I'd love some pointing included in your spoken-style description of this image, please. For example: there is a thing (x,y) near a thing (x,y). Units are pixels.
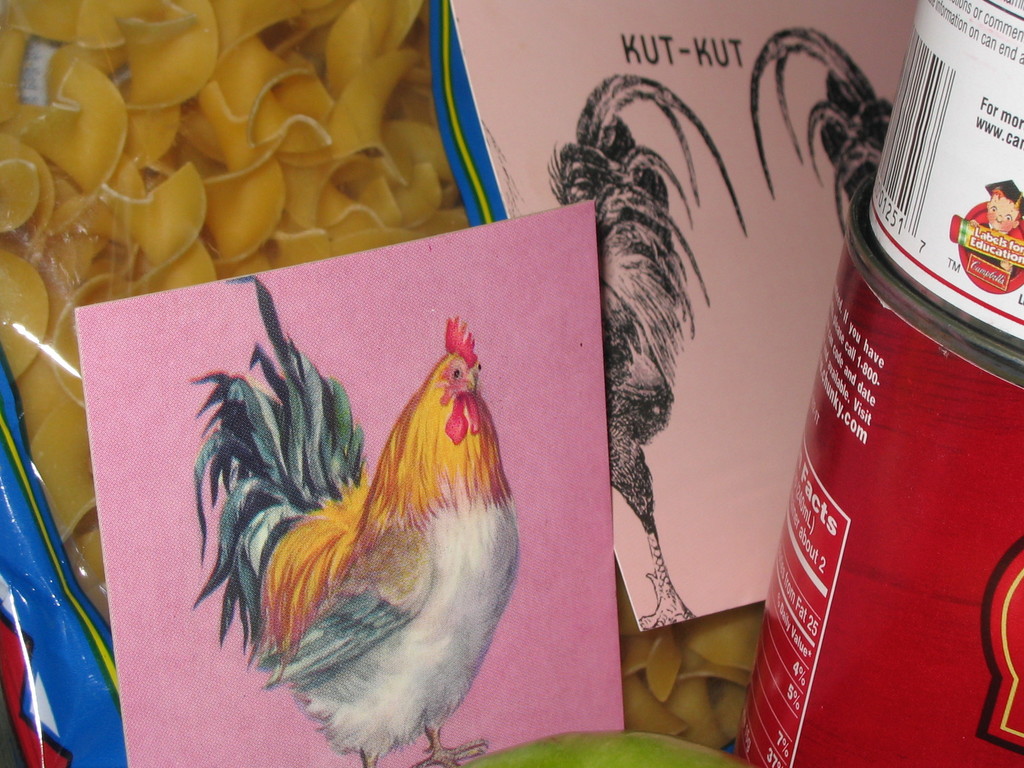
In this picture we can see a sketch (505,593) of a hen (264,566) on the pink card (341,412). There are a few sketches (596,106) on another board (590,136). There is a can (992,219) on the right (804,519) and a food item (189,156) on the left side (71,264).
